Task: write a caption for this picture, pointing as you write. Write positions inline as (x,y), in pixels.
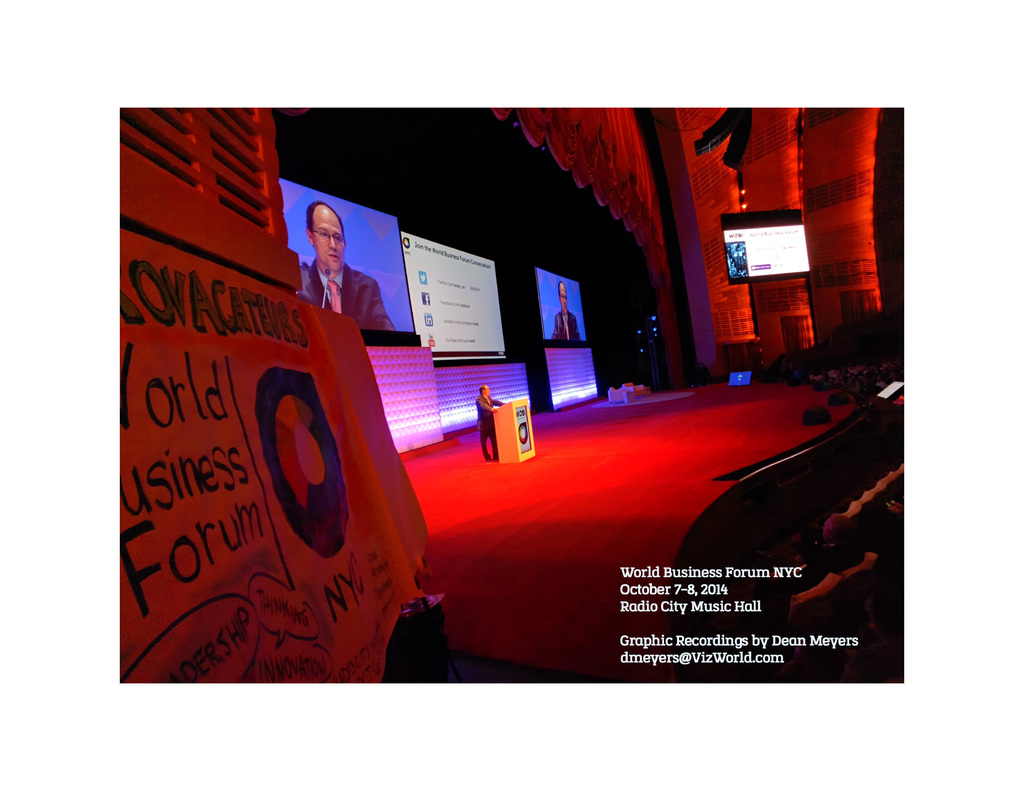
This image is taken in an auditorium (697,164) where we can see on the left (284,315), there is a banner (174,485), a stage (556,563), a podium (505,455), a man (489,413), few screens (322,274) and a red light (855,162).
